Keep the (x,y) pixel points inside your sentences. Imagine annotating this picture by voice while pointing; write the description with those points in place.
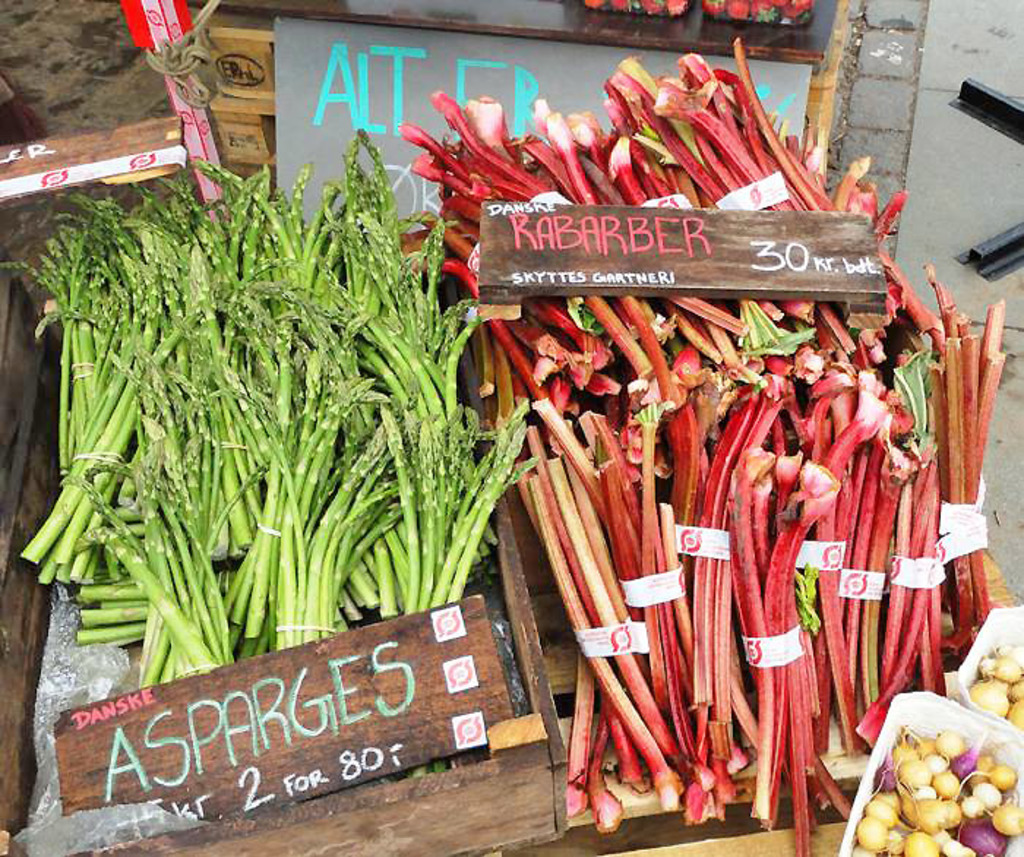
In the picture we can see a wooden plank (992,574) on it we can see some leafy vegetables (140,578) with price boards (314,663).
